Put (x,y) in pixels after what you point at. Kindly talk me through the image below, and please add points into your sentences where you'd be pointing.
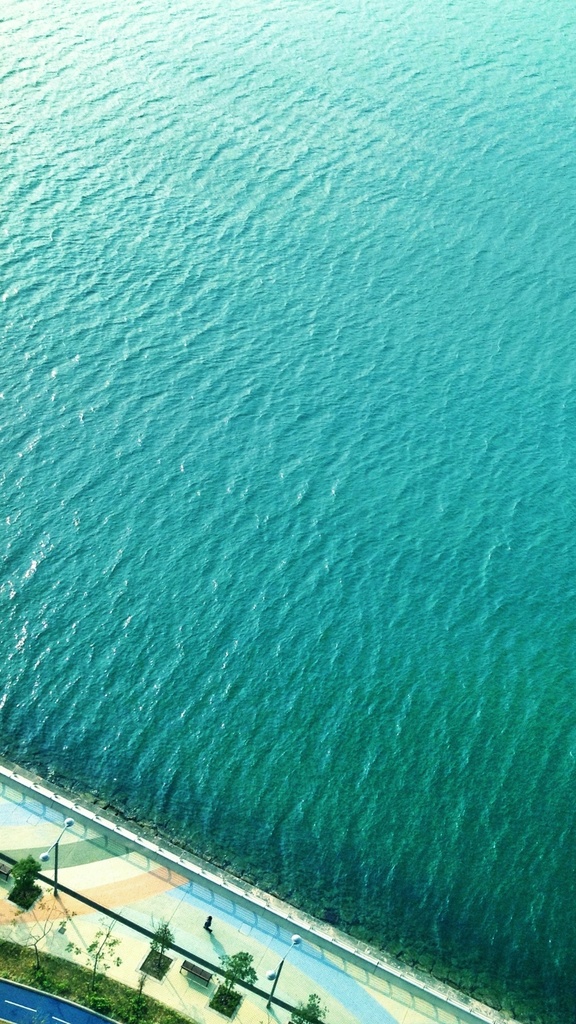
In this image we can see water (299,675). At the bottom of the image (152,867) we can see floor (146,957), plants (131,1007), and poles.
